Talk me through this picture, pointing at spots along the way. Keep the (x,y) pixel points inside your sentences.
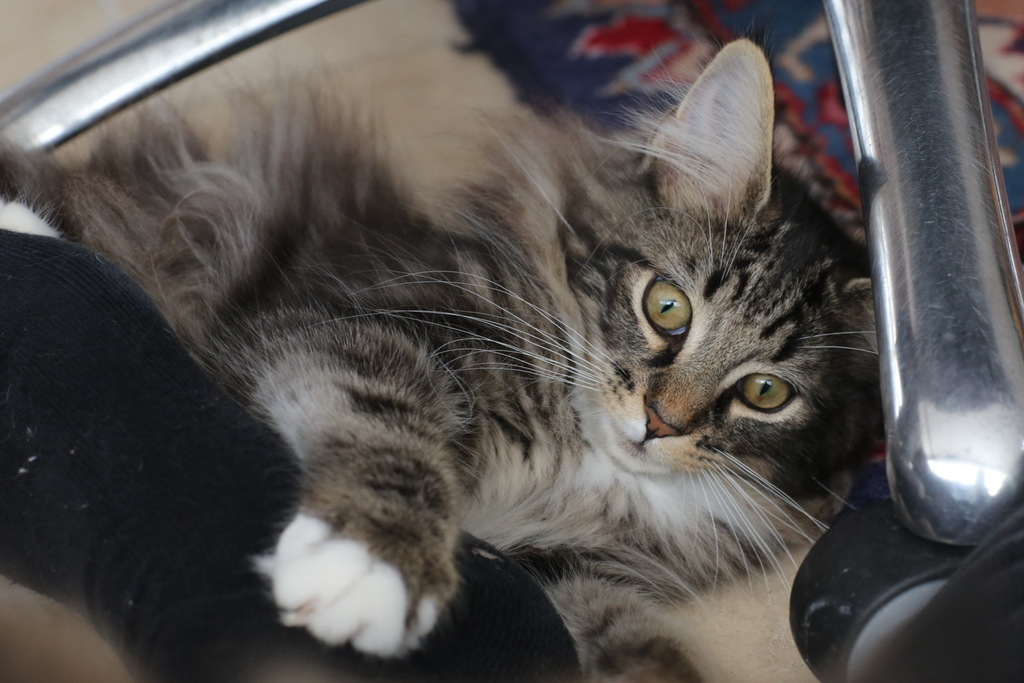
In this image we can see one carpet (548,35) on the floor (338,48), one cat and some objects (920,535) on the floor (22,619).
